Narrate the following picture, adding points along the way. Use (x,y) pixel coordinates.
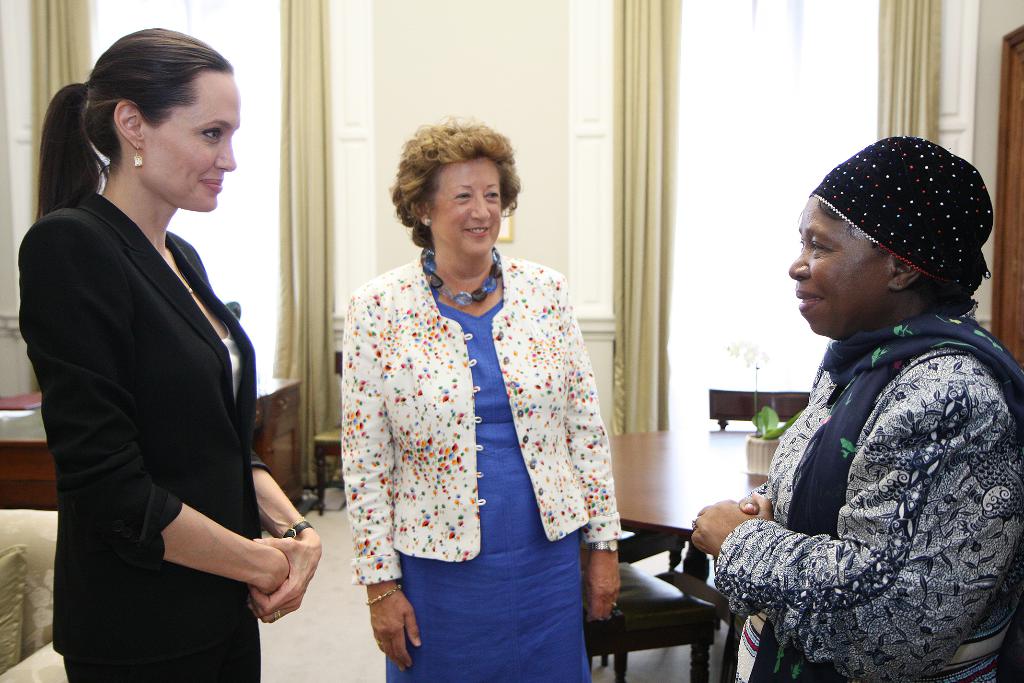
in this picture the right side woman (868,354) is standing on the floor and on the left side (104,263) the woman (103,298) is standing the floor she is wearing black dress (109,392) in the middle (512,297) another woman (514,286) is standing on the floor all of them are laughing each other behind the women (522,367) there are table (685,455), chairs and windows (747,183) the background (643,406) is white.
